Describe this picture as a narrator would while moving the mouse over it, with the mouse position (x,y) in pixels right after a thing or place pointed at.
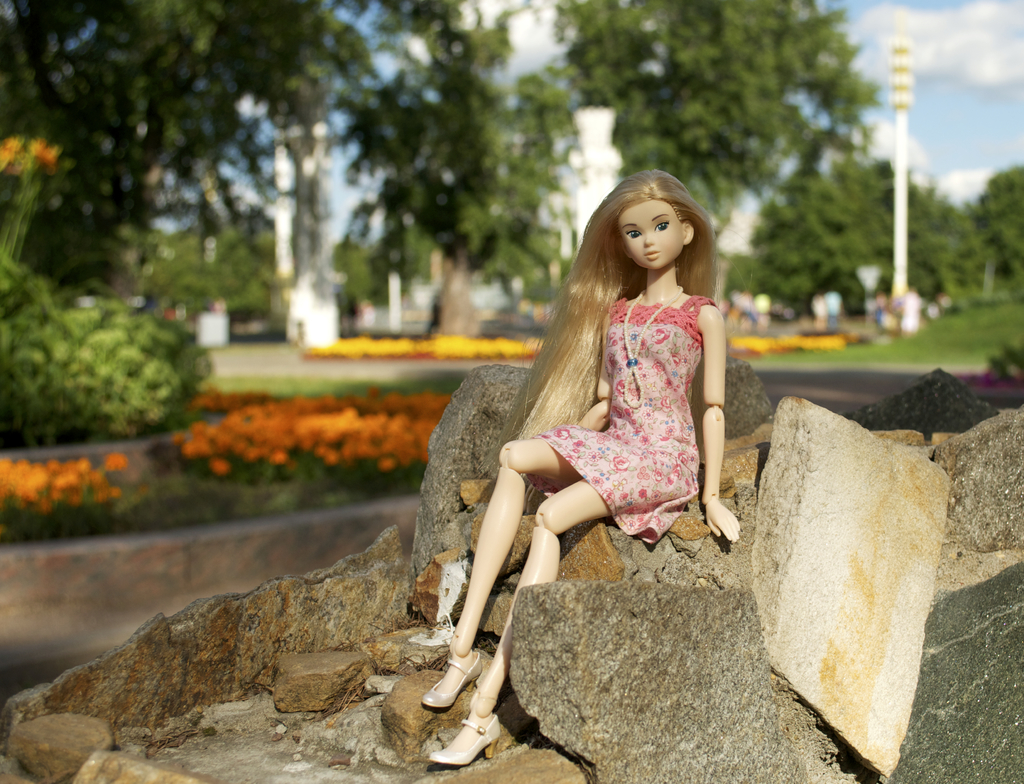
As we can see in the image there is a doll (586,425) sitting on rocks (620,586). There are plants (244,471), flowers (310,424), trees (376,86), grass (947,324), building (589,154) and sky (940,69).
